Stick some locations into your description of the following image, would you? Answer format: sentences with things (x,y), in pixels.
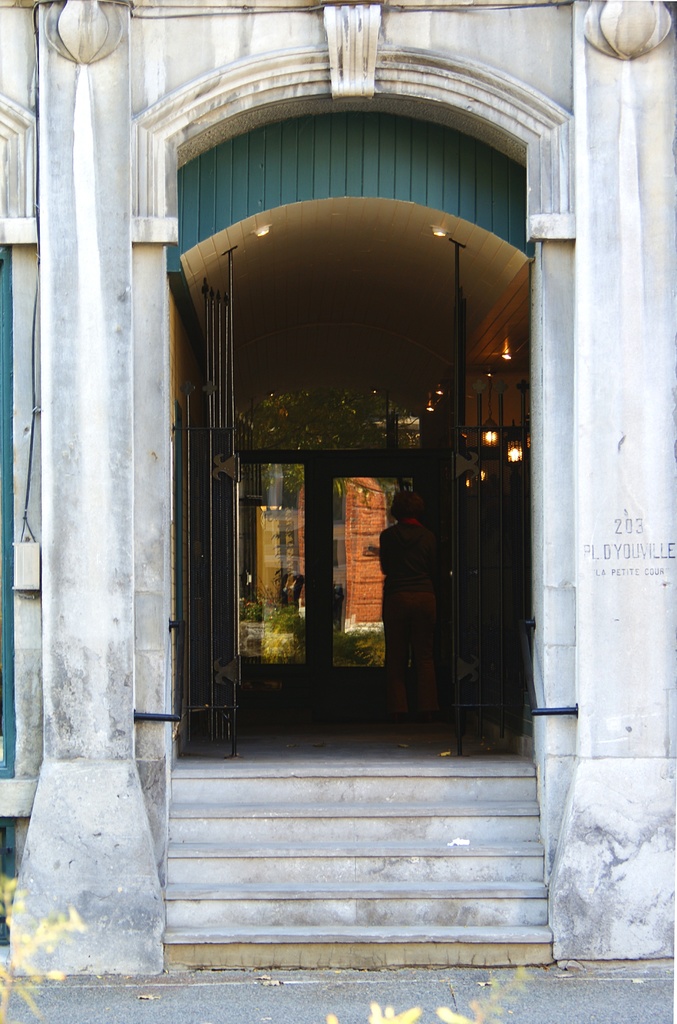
In the image there is an entrance image of some building (153,25), there are stairs (306,834) and there is a door (223,670) in front of the stairs (324,760), the doors (215,601) are open and in front of the doors (209,607) there is a woman (409,575) and behind her there are doors (292,565) closed.
